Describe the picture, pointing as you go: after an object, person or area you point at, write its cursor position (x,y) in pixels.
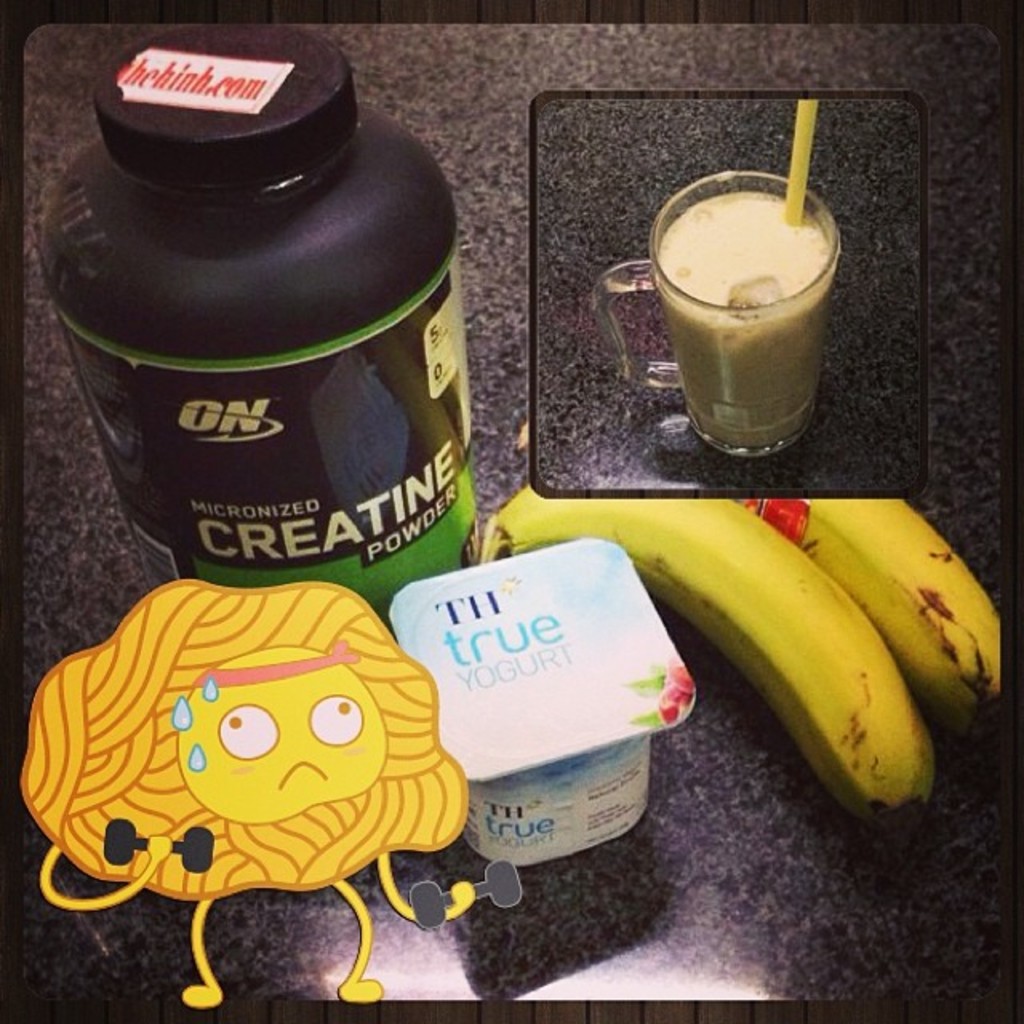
In this image I can see bananas (693,583), glass (708,318) and some other objects (577,626) on surface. Here I can see a cartoon (199,823) on the image.
